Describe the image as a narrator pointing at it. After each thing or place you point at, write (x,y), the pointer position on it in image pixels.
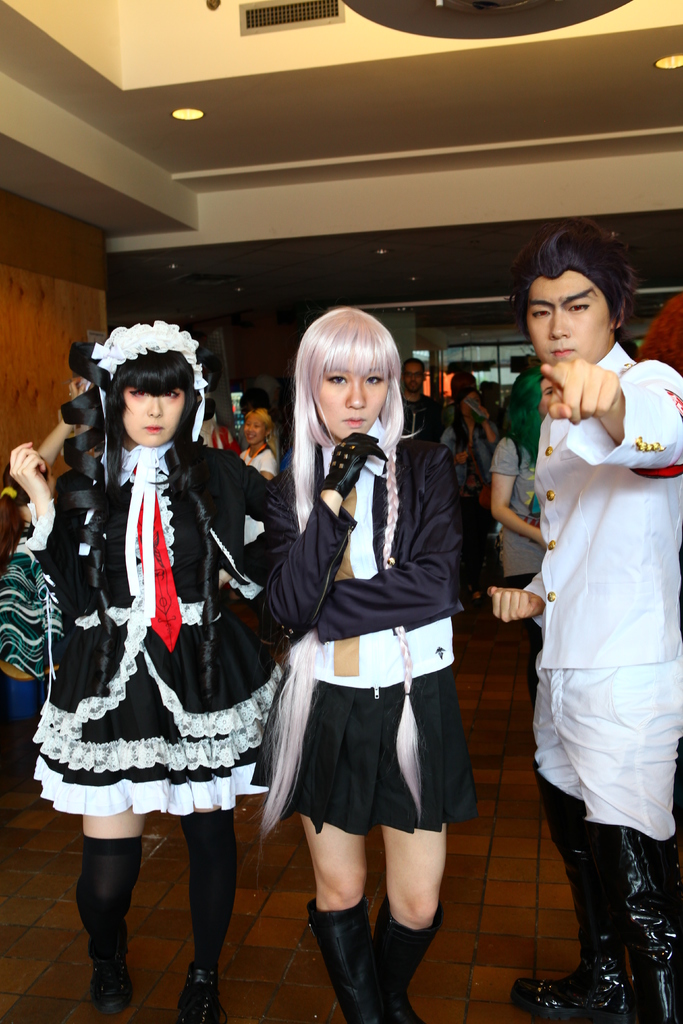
In a room (169,270) there are many people (306,464) and there are three people (472,810) standing in the front (132,725) they are wearing different costumes (549,594), on the left side (63,282) there is a wooden wall (18,275).
